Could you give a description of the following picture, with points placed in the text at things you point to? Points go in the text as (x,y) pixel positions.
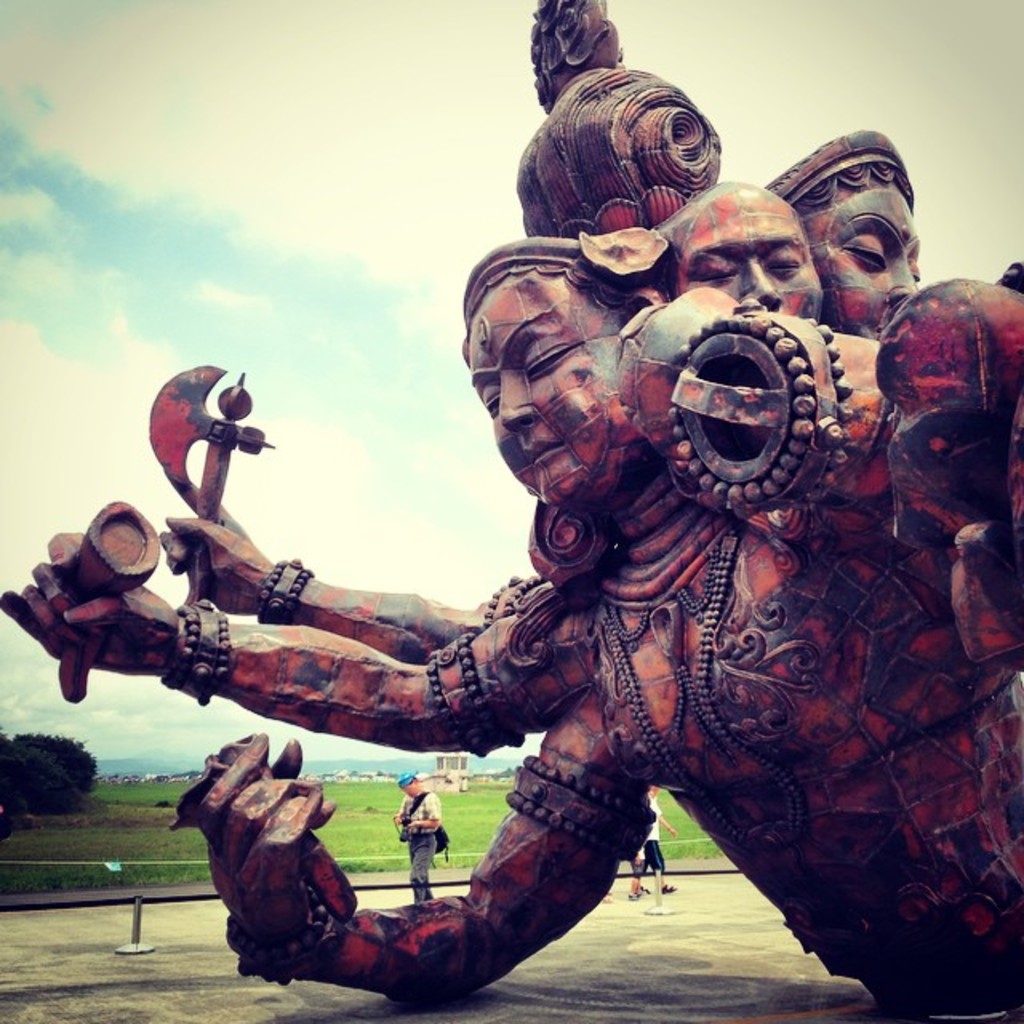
In the center of the image (390,676), we can see a statue (478,673) and in the background (419,805), there are people (428,816) and one of them is wearing a cap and a bag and there are poles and we can see a rope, trees (70,801) and buildings (453,770). At the bottom (613,976), there is road (602,947) and ground (452,798) and at the top (179,222), there is sky (173,215).
